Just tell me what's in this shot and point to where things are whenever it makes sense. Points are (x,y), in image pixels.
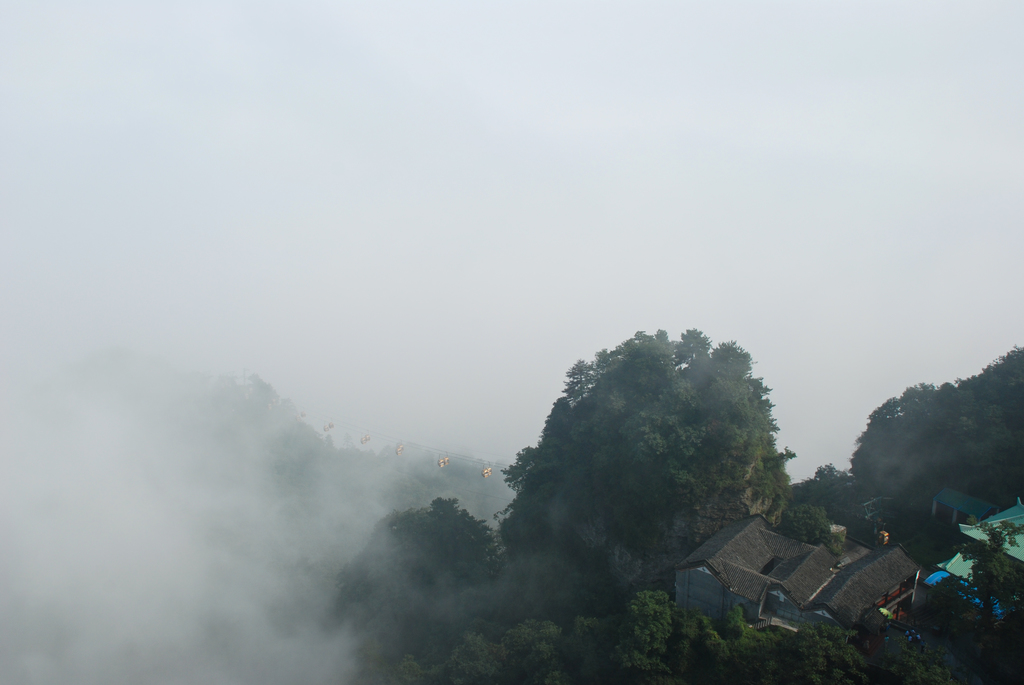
In this picture, on the bottom right hand corner (896,598) there are some houses (875,603) and near the house (831,572) there are trees (813,528) and background (418,309) full of fog (429,303).
